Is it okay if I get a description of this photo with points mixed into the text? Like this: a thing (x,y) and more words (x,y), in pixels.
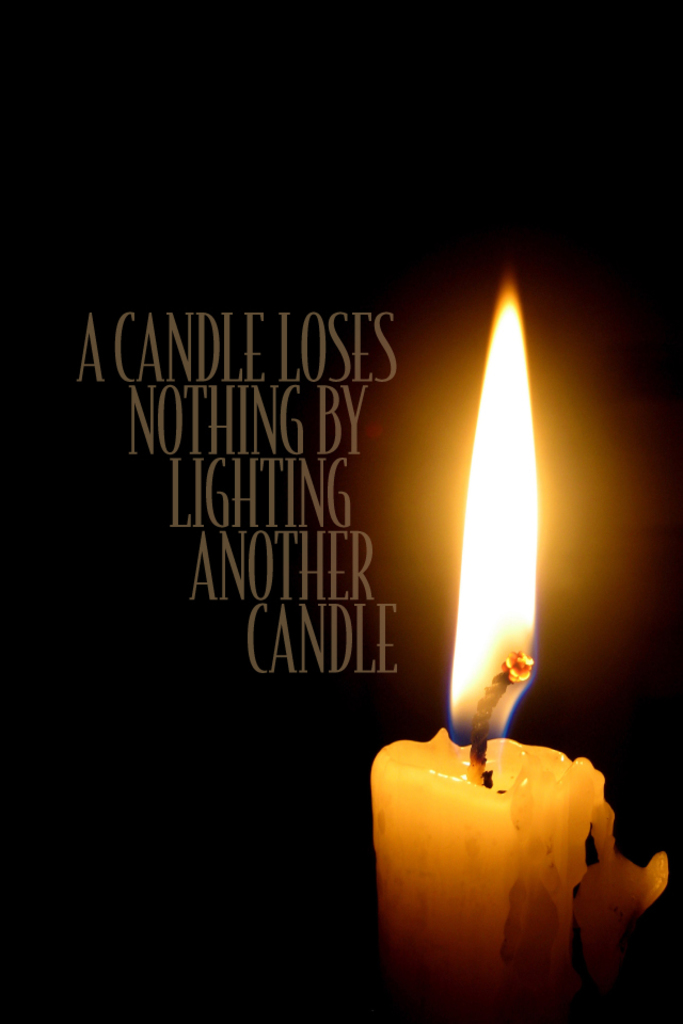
This picture looks like a poster I can see a candle (503,683) and text (200,548) and I can see dark background (559,22).
